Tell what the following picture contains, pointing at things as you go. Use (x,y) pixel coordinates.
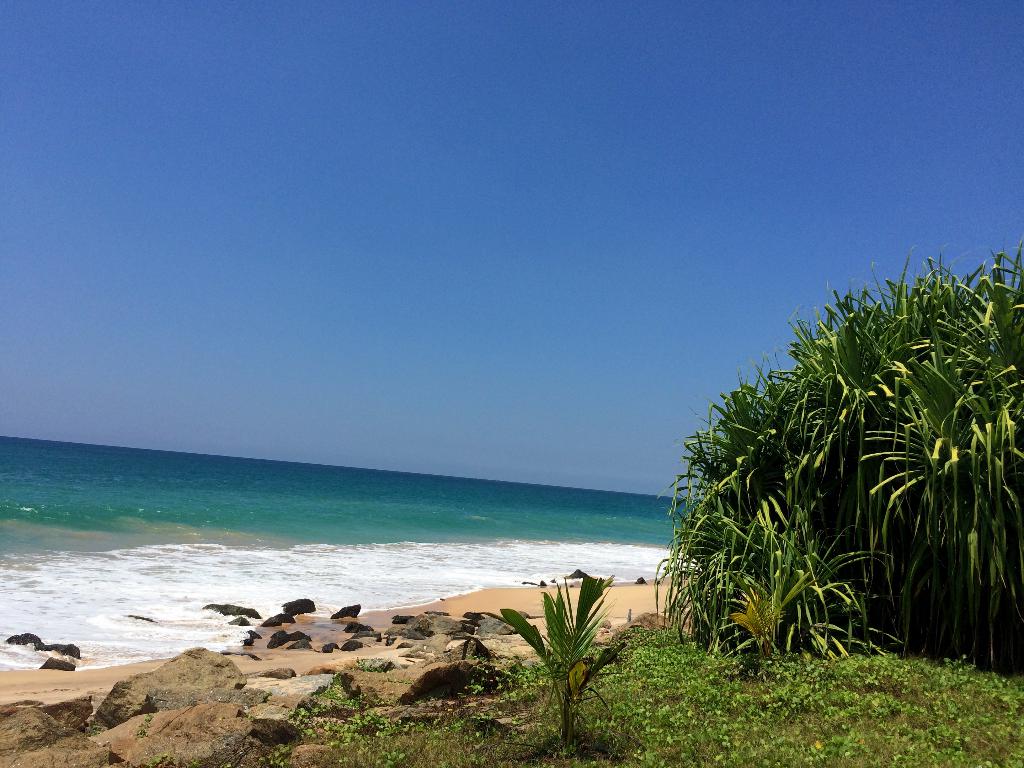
In this image we can see sky (595,202), ocean (416,540), stones (275,624), rocks (388,679), sand (535,609), plants (635,667), bushes (699,599).
